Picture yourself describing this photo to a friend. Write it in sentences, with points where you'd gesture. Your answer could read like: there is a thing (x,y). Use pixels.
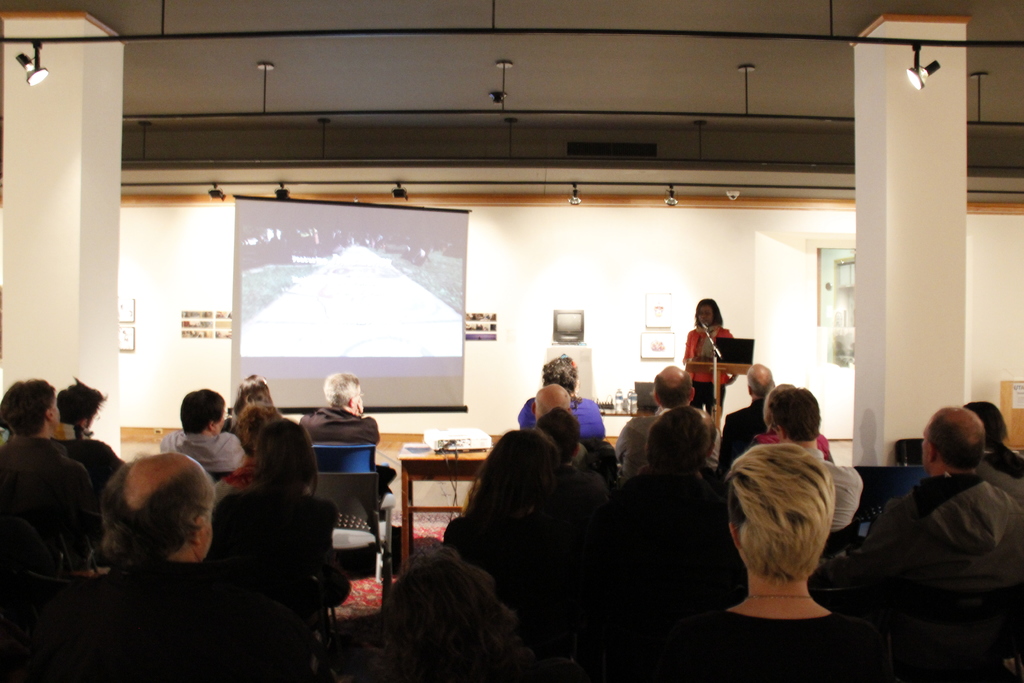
A group of people (315,487) are sitting on a chair (359,464) in front of a table (432,475). I can also see there is a projector screen (380,234) and a woman (702,341) standing.
